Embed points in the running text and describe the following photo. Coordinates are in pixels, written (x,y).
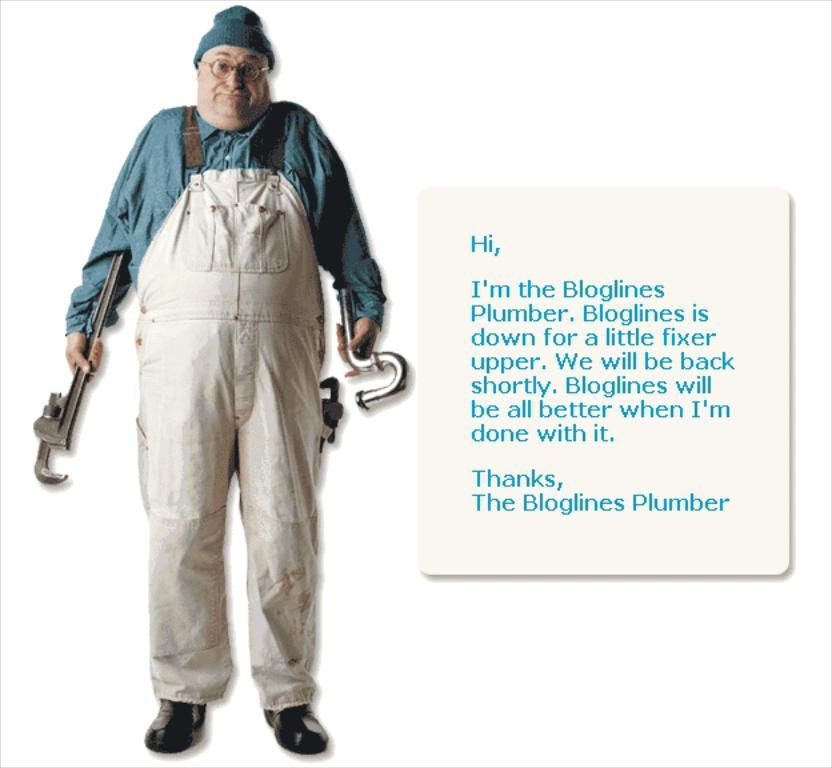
In the foreground of this picture (245,381), there is a man (200,285) in cream color jump suit (214,241) standing and holding a wrench (72,398) and a pipe (372,400) in his both the hands (85,370). On the right side (643,303), there is some text (576,497) written.
